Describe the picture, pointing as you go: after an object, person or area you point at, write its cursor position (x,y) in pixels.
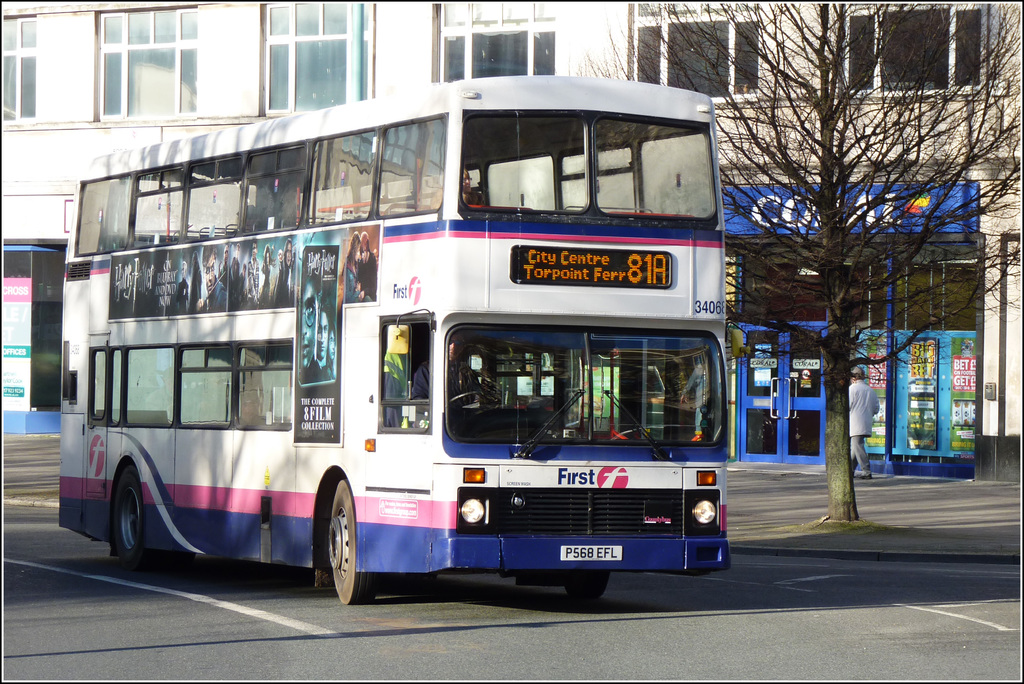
This is a double-decker bus (569,404), which is on the road (486,635). These are the posters (274,281), which are attached to the bus (415,279). I can see a building (282,72) with the windows (701,60). Here is a person (863,402) walking. This is a tree (829,284) with branches (789,260). I can see a glass door (796,406) with the door handles (786,392). This is a name board (917,217), which is attached to a building wall (990,221). I can see a person (424,376) sitting in the bus (449,370).
